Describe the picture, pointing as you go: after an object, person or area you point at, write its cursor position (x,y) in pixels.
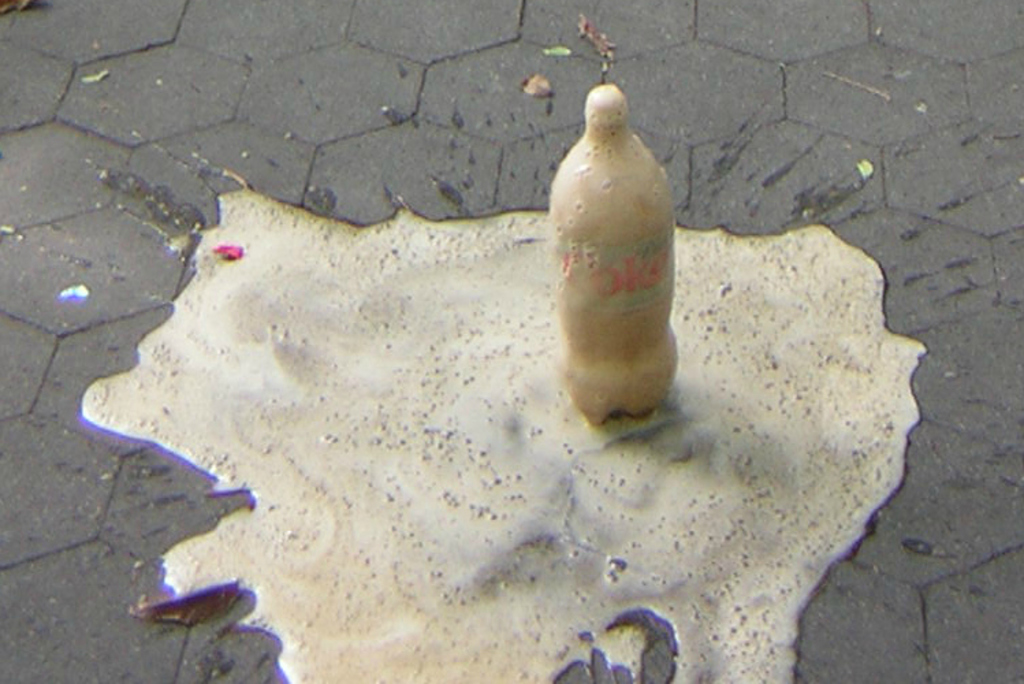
In this image there is a coke bottle (658,380) on the floor (94,10).
